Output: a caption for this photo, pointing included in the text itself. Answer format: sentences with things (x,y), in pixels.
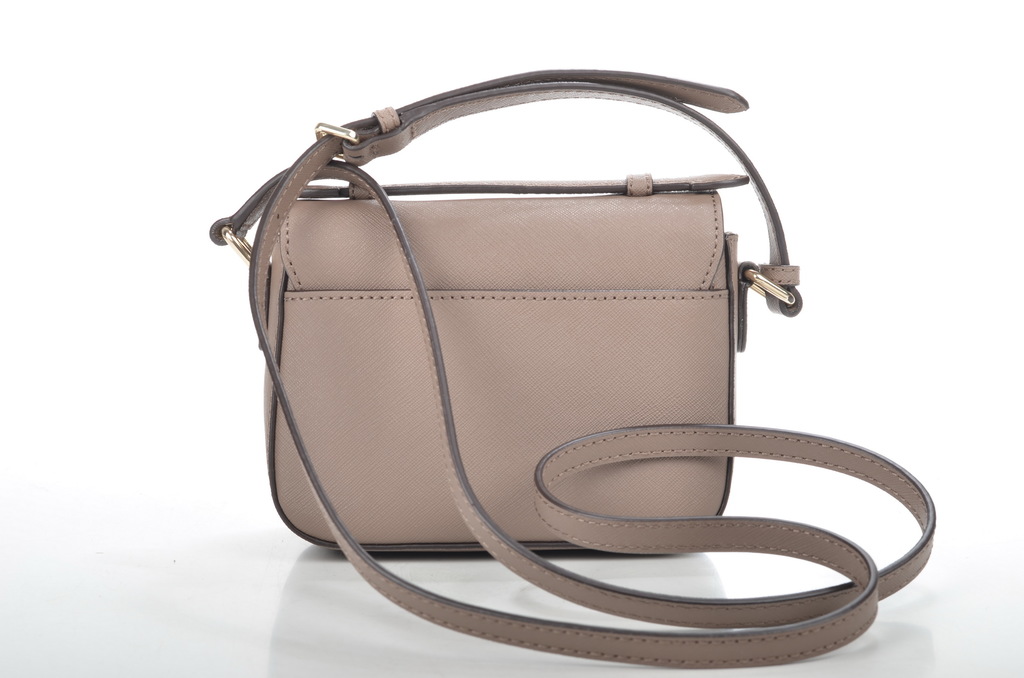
In this picture there is a handbag (523,564) with leather (511,413) on it and holder (825,543).
